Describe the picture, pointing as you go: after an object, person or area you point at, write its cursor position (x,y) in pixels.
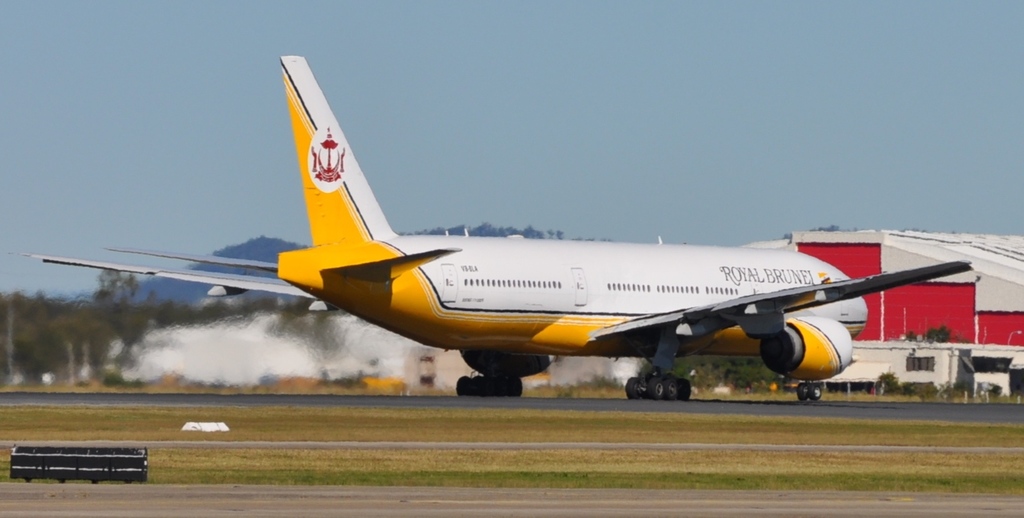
In this picture, we can see an airplane (440,313) moving on the road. On the right side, we can see a building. On the left side (319,374), we can see a smoke (307,372). In the background (95,308), we can see some mountains (189,287), trees (21,320). On the top (679,80), we can see a sky (683,79), at the bottom (633,443) there is a grass (450,418) and a road (92,487).
